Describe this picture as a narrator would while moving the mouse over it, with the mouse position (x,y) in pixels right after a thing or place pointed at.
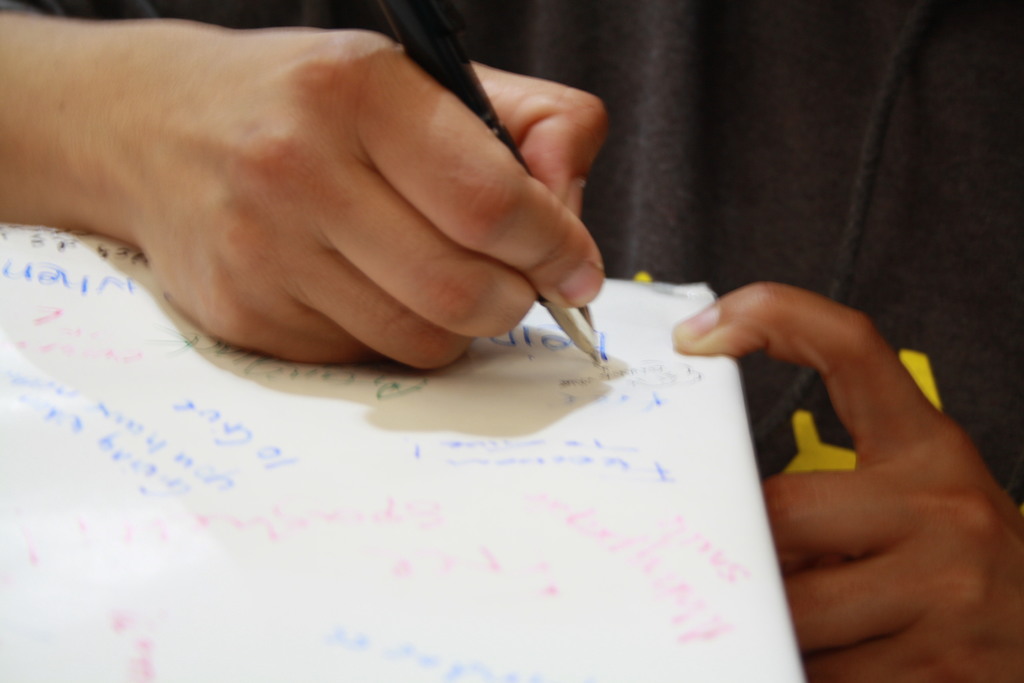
In this picture, we see the hand (394,291) of the human (482,245) holding a black pen (489,105). He or she is writing something on the white paper (532,485). In the background (682,240), it is black in color.
